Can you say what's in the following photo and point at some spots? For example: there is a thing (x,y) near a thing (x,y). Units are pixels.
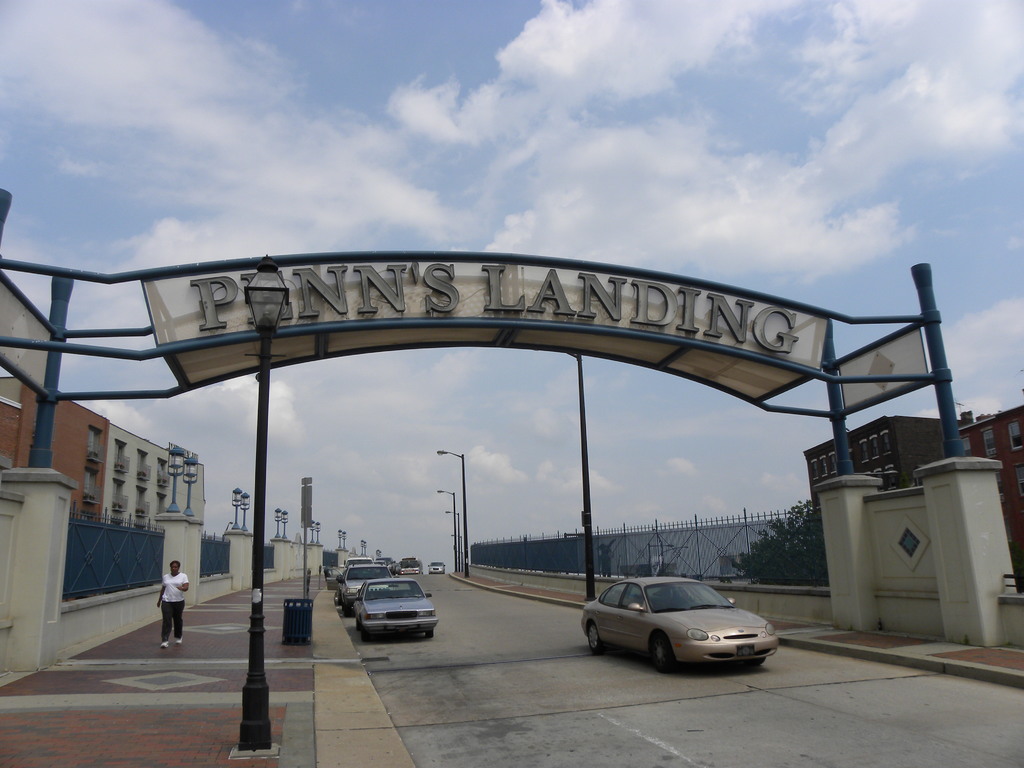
In this picture I can see there is a arch (55,335) and there are some vehicles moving on the bridge (232,596) and there are trees (780,546) on right (792,563) and building (160,503) on left (109,465) and the sky (240,416) is cloudy.
